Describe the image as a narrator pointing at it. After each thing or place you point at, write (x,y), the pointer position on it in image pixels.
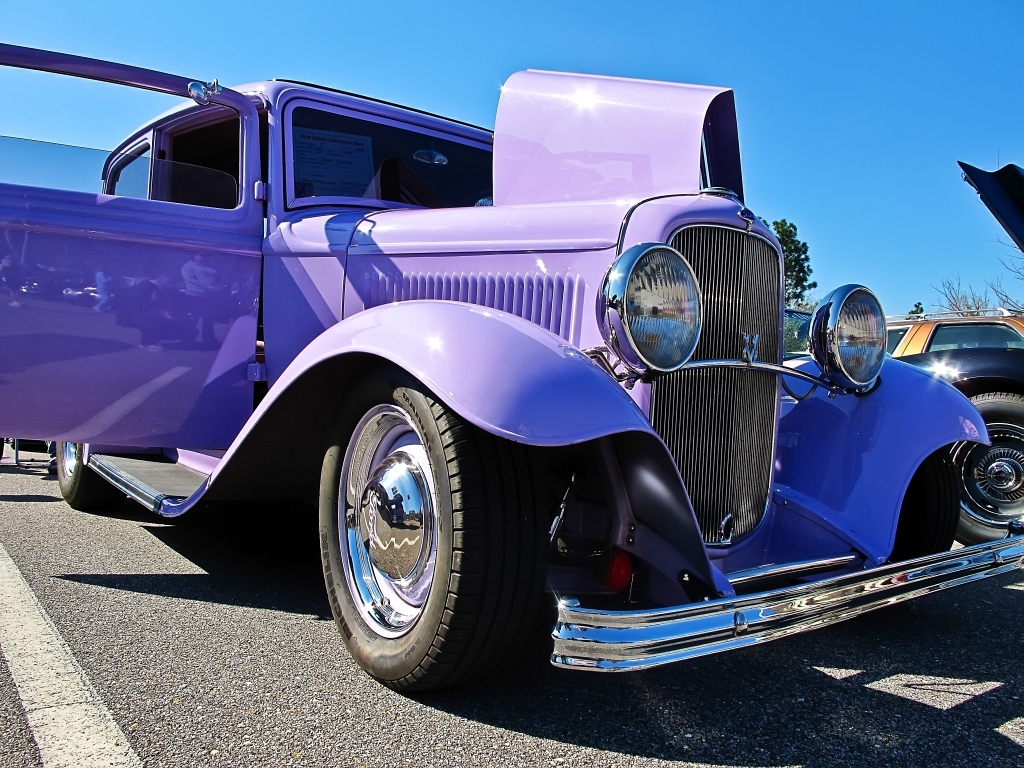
In this picture we can see vehicles (839,307), trees (802,282) are there. At the top of the image (879,108) sky (885,147) is there. At the bottom of the image (313,638) road (308,698) is there.
